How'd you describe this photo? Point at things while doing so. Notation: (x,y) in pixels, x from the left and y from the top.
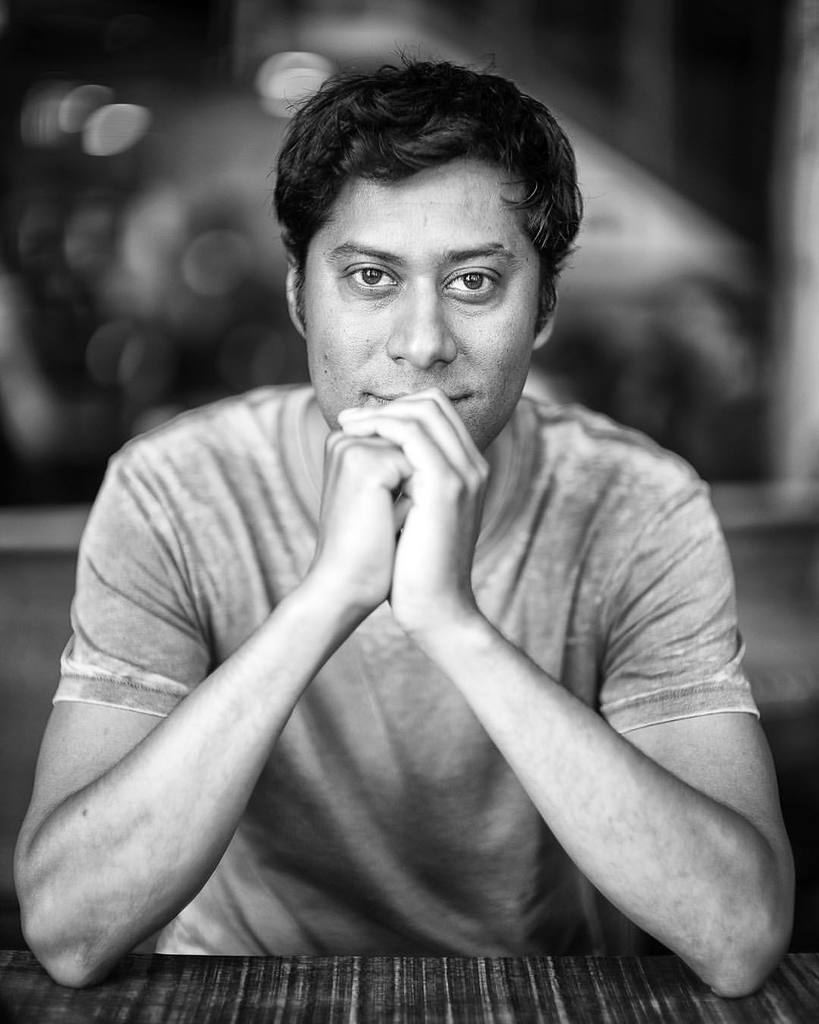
In the image we can see a man (528,634) sitting, wearing clothes (571,566) and he is smiling. The background (78,379) is blurred.
